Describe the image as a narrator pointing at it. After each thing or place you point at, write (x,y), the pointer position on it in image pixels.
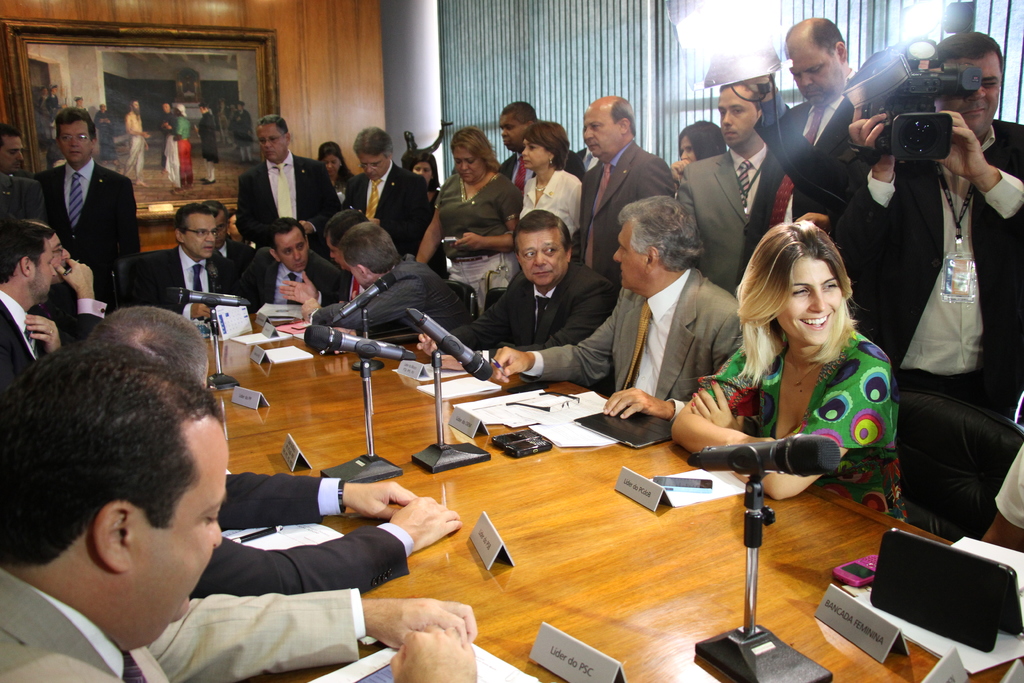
In this image we can see there are a group of people (1013,537) sitting and in front of them there are name plates (631,493), microphones (724,465), papers (676,501), electronic gadgets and a few other objects (960,550) on the table (517,468), behind them there are people (737,176) and one among them is holding a camera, in the background (200,172) we can see the light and there is a painting (231,136) on the wall (179,21).
